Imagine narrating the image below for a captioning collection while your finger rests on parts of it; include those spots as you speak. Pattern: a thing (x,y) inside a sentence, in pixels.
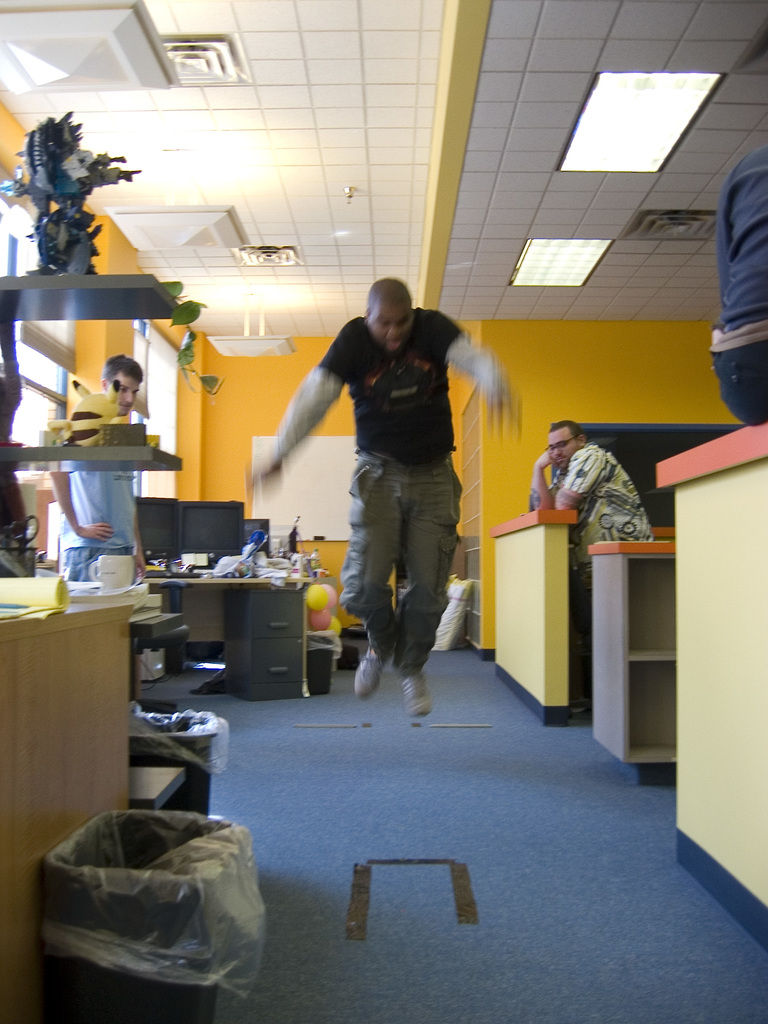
In the image we see there is a man (394,508) who is jumping and on the either side of the man (375,663) there are two people (573,463) who are standing and on the back of the left side man (115,508) there is a monitor (214,526) on the table (305,693) and in front (124,962) there is a dustbin (150,940) in black colour.
